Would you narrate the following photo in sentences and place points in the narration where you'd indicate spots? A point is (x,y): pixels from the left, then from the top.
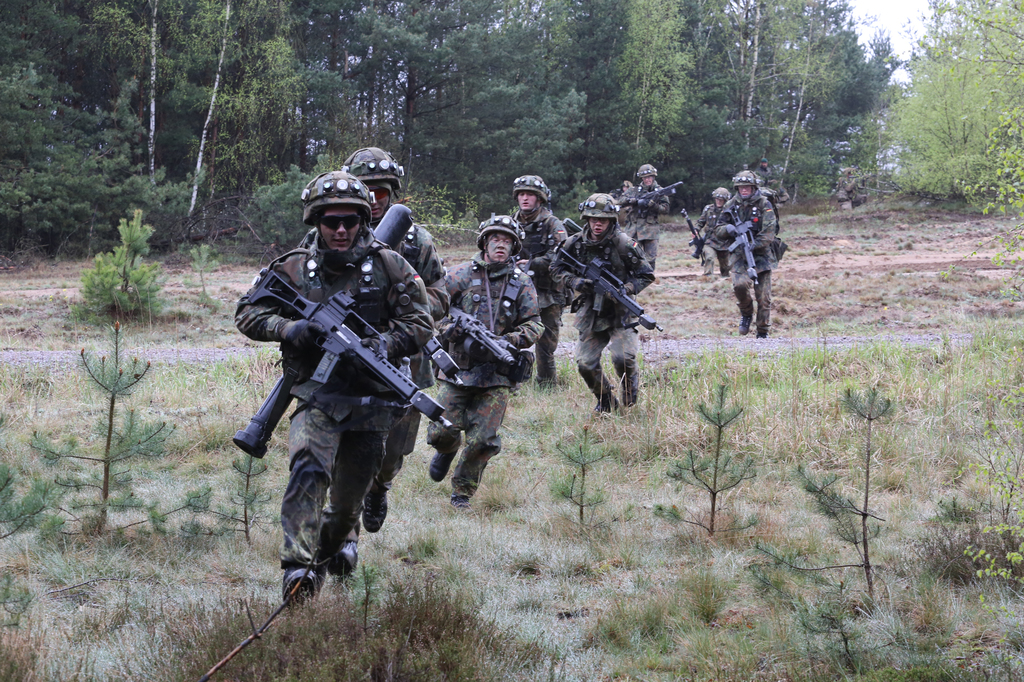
In this image we can see a few people (477,396) holding guns (469,340) and running in the ground (561,331) and there are few trees (731,93) and sky (897,43) in the background (880,60).
